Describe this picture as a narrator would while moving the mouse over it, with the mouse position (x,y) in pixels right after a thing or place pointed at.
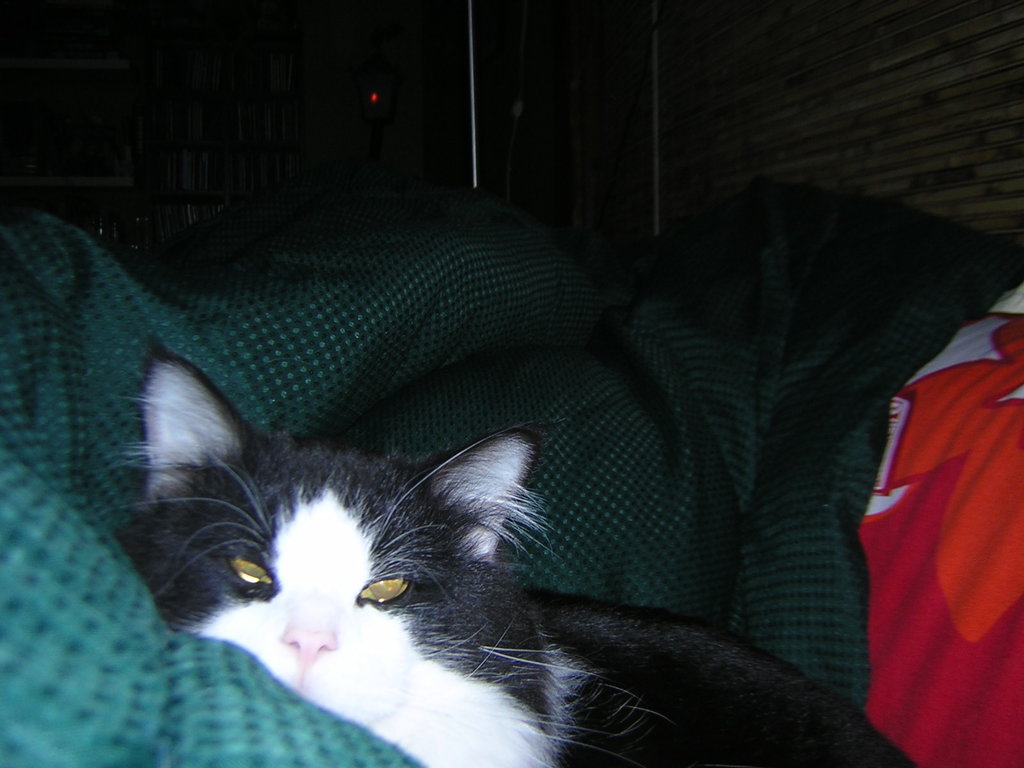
In this image we can see cat (250,574), person (914,478) and bed sheet (495,409). In the background (689,135) there is wall (980,193).
